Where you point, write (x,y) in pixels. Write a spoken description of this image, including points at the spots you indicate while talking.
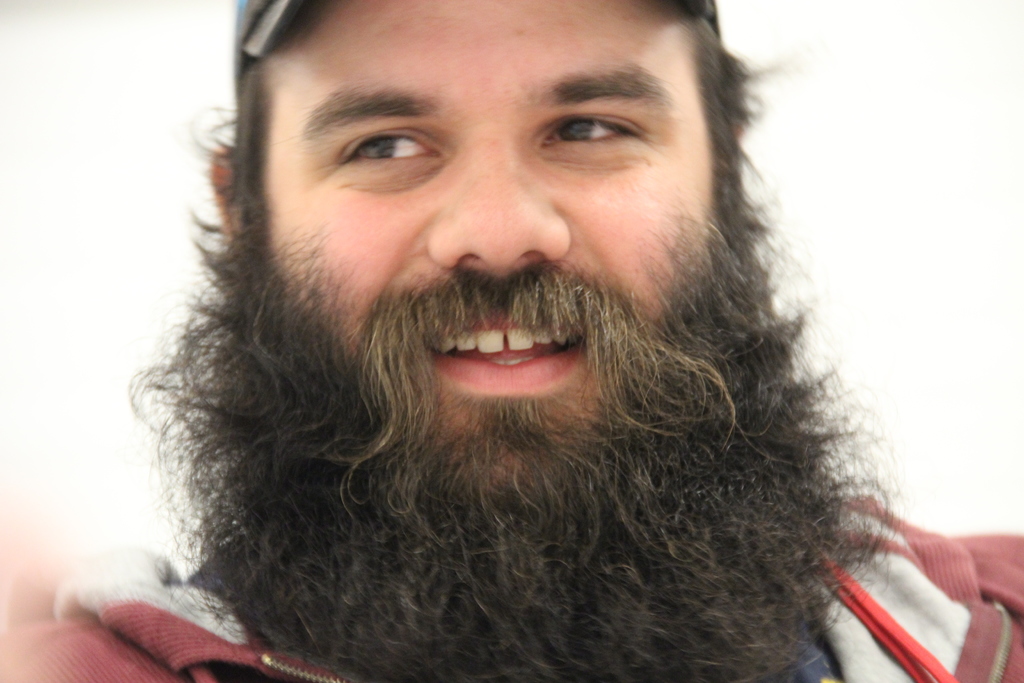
In the image I can see a man (493,337). The background of the image (790,56) is white in color.
